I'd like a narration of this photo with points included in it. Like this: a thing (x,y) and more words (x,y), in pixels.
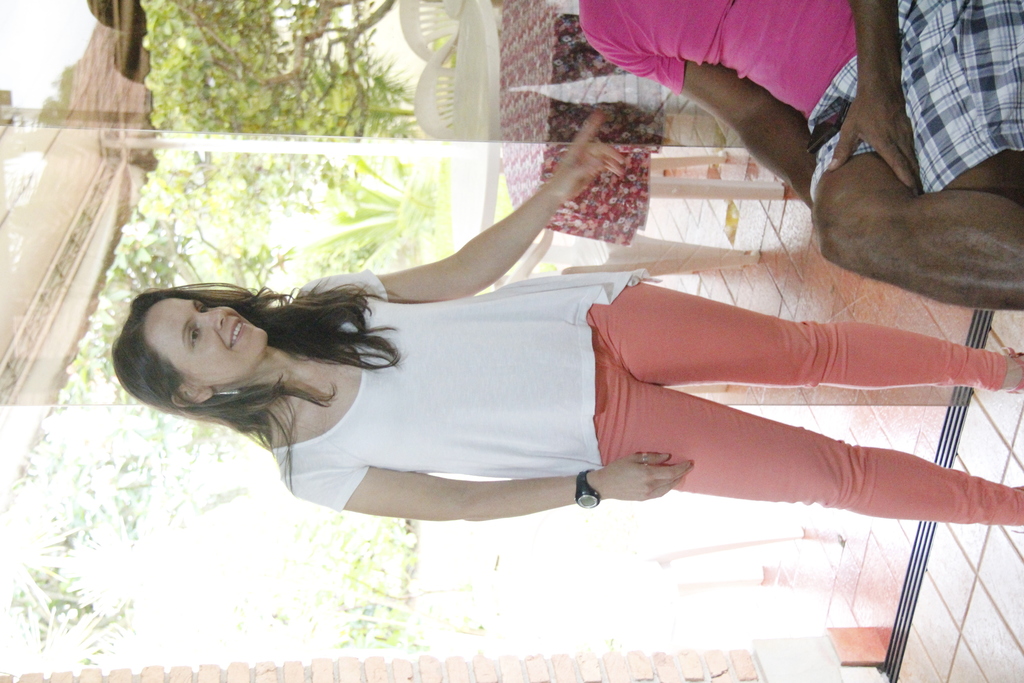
In this image in the center (357,381) there is one woman (497,416) who is standing, beside her there is one man (830,156) who is sitting and also there are some tables (506,97) and chairs (446,121). And in the background (152,547) there are some trees (389,270), at the bottom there is a floor (965,590).
